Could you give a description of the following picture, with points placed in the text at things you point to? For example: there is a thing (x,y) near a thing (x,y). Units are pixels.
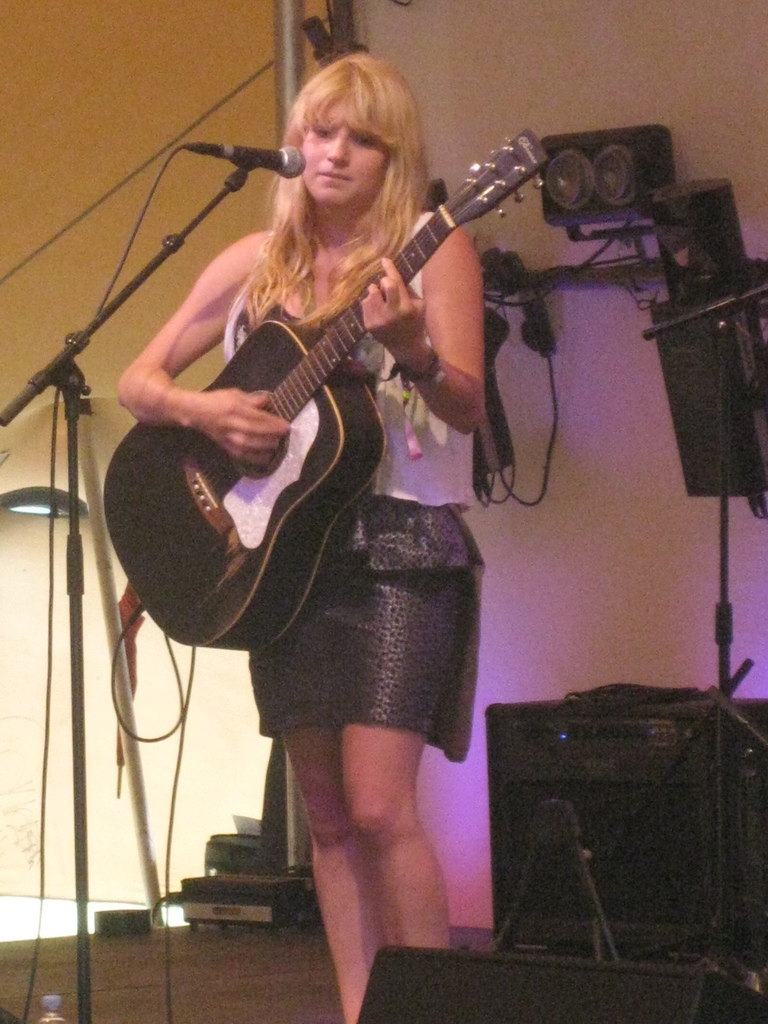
This picture shows a woman (291,672) standing on the stage (312,981), playing a guitar (268,408) in her hands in front of a mic (258,154) and a stand (236,168). In the background (262,125) there are some speakers (553,776) and a wall (557,459) here.
